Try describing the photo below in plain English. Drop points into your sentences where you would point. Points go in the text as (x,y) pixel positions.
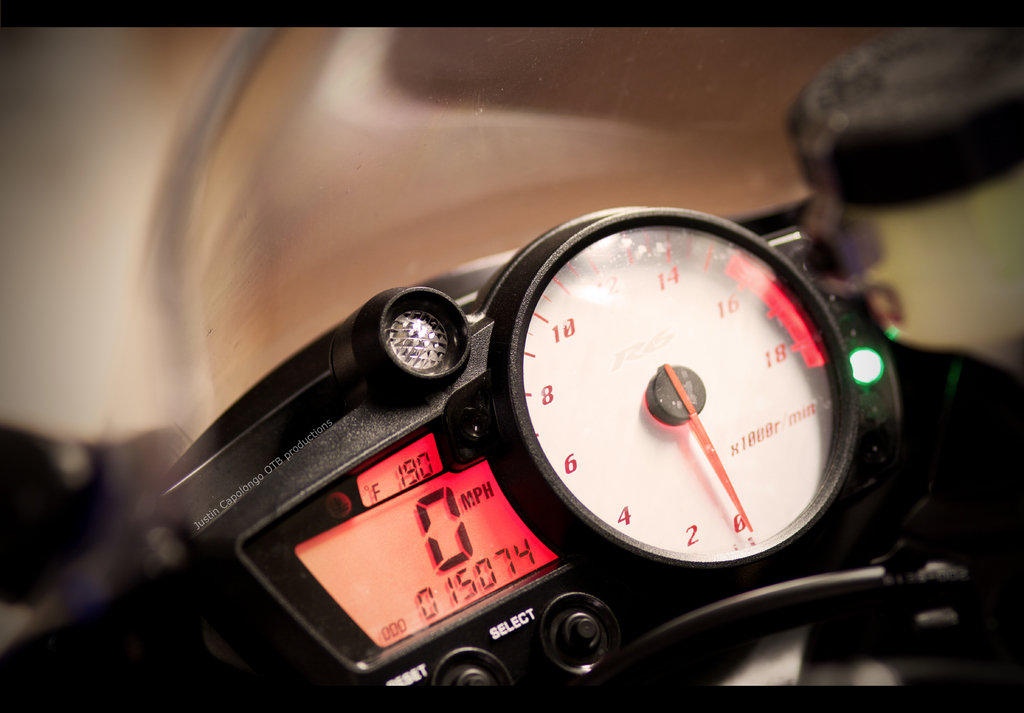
In this picture, we can see speedometer (665,344) of a vehicle (730,300) and the blurred background.
